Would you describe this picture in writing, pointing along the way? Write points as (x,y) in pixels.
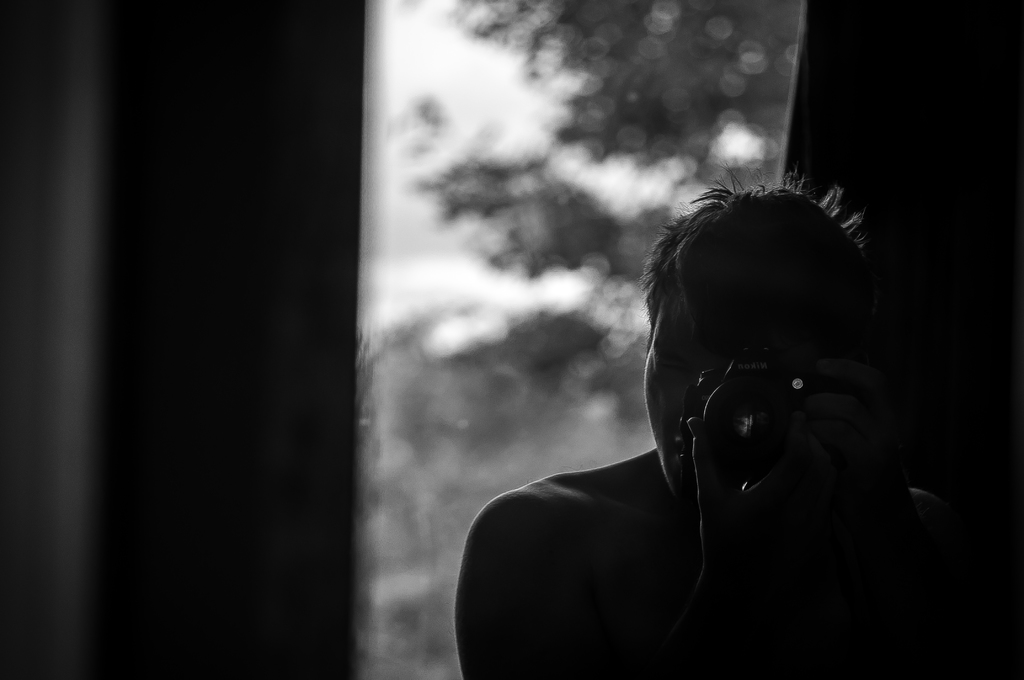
In this image we can see a black and white picture. In the picture there are trees (574,51), sky (624,167), walls (150,151) and a person (697,506) holding a camera (755,431) in his hands (716,488).
